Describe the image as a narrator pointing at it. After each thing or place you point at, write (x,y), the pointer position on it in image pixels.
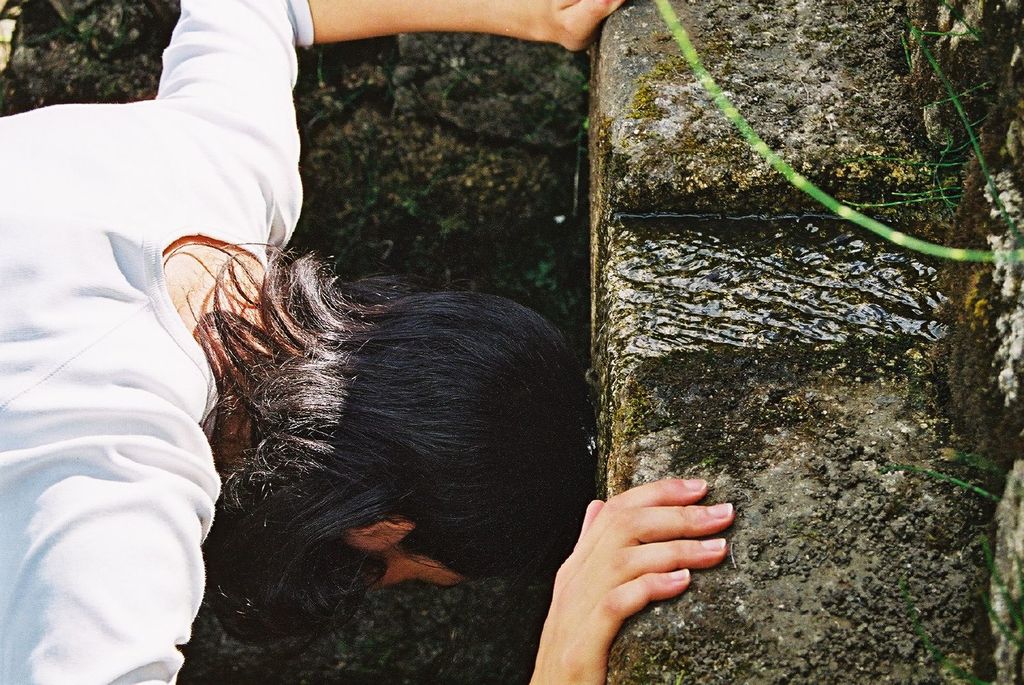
In this picture we can see there are rocks (614,470), a person (613,525) and water (688,278). In the top right corner of the image (903,159), there are stems (939,164).
